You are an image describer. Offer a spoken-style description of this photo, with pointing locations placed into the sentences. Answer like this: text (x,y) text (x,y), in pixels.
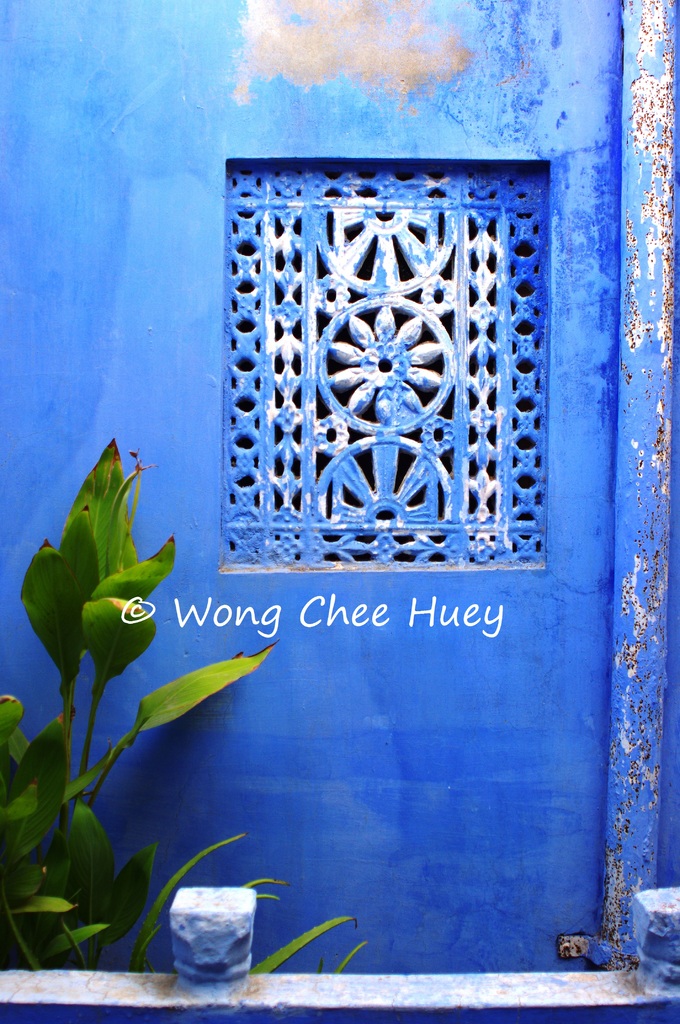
In this picture we can see plants (323,928), wall (289,719), pipe (624,87), and stone carving (458,548).
